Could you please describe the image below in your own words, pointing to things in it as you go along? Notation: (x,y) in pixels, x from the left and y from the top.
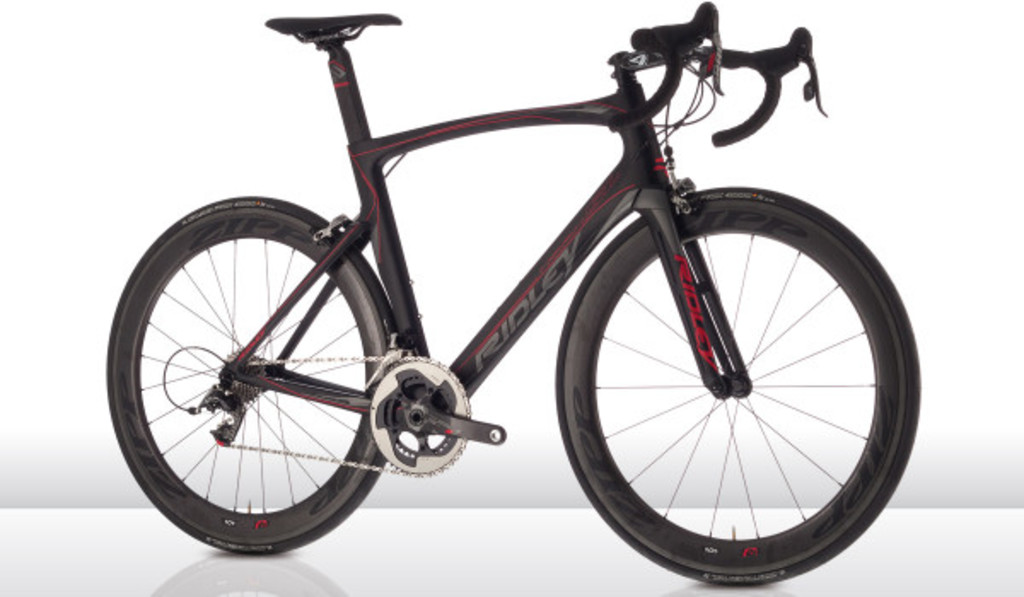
In this picture I can see a bicycle (713,87), and there is white background (469,211).
